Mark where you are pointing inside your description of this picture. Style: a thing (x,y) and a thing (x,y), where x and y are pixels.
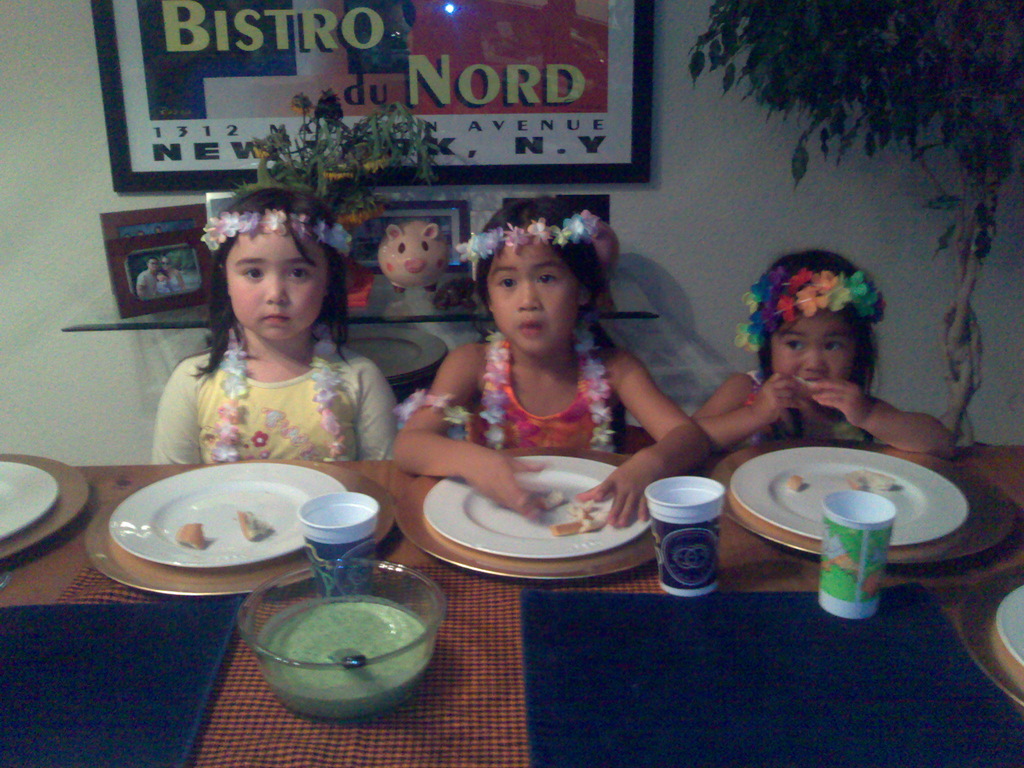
Here I can see a table (809,586) on which a cloth (470,706), bowl (318,606), plates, glasses (856,567) and some other objects (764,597) are placed. Behind the table (393,487) there are three children (430,404). In the background (679,263) there is a wall (688,209) on which a photo frames (466,101) is attached. At the back of these children (270,405) there is a glass table (168,322) on which I can see some more photo frames (170,245). On the right side (968,230) there is a plant (929,81).
